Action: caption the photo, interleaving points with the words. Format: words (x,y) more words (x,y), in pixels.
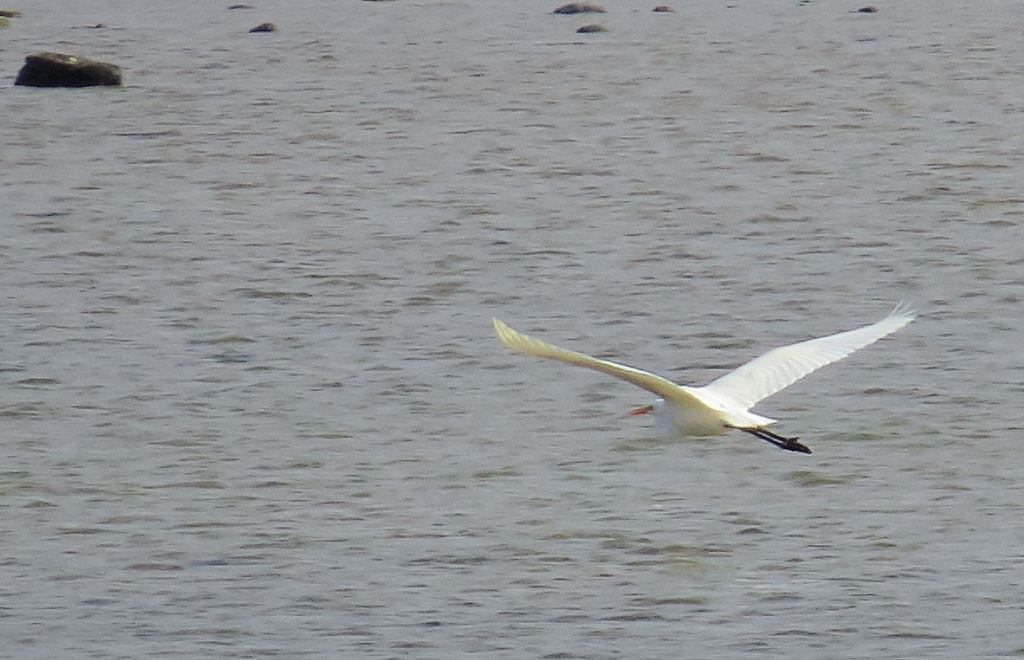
In this image there is a bird (684,403) flying, under the bird (532,344) there is water surface (604,37), in that water (223,27) there are rocks (66,55).
